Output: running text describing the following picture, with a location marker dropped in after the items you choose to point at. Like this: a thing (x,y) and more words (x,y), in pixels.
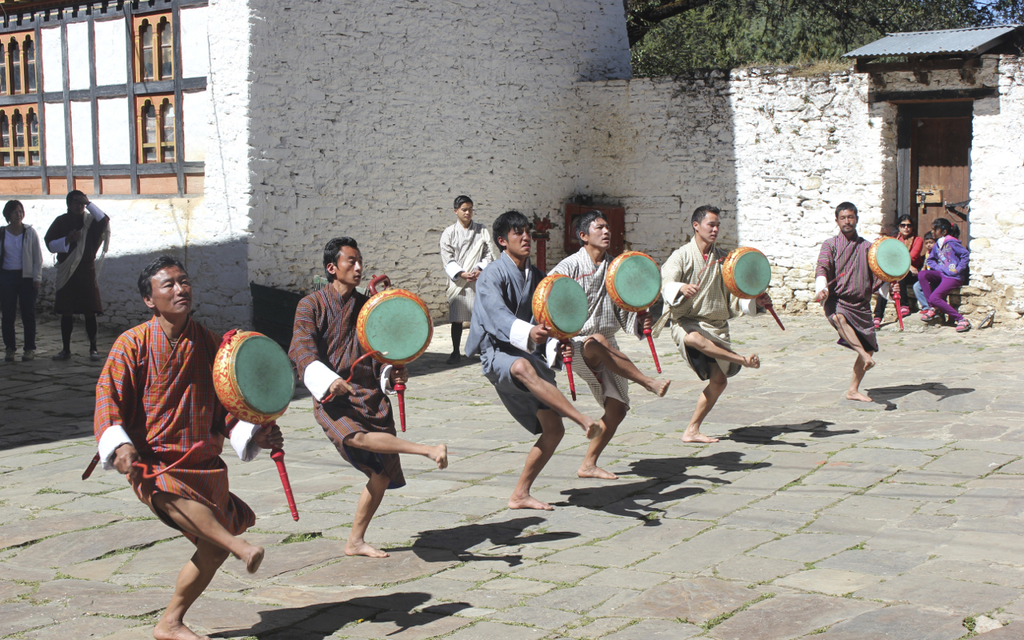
In this picture we can find some people (490,331) are dancing holding the musical instrument (553,303). In background (436,293) we can find a building (53,183), walls (689,101) and door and some trees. And some people (457,340) standing and watching them.
